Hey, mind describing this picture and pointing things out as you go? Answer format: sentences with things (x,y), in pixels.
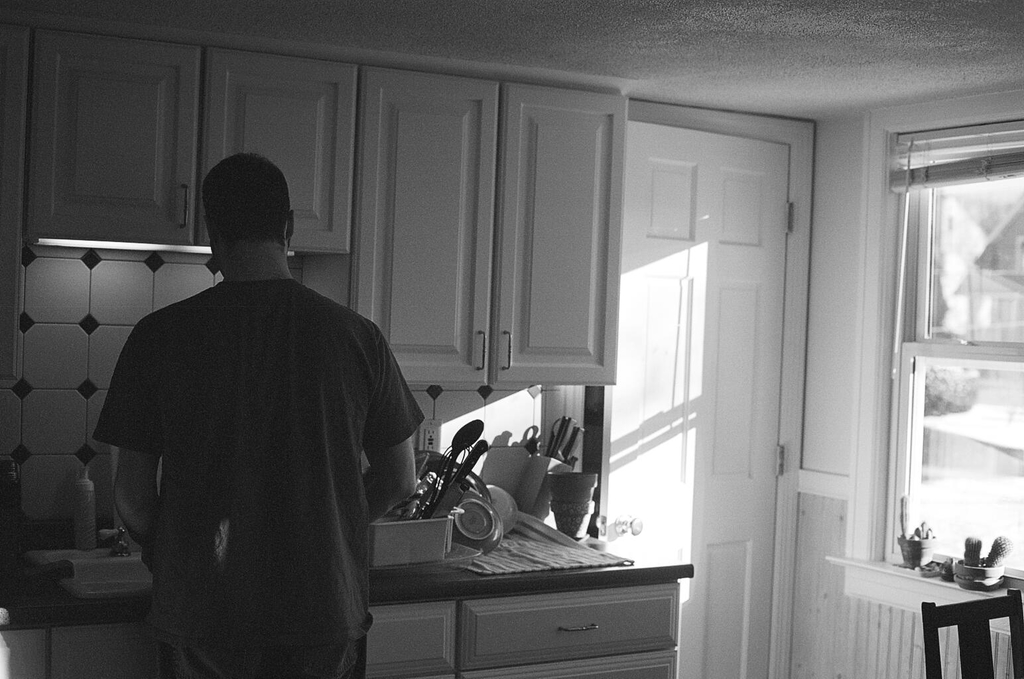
This picture describes about inside view of a room (524,585), in this we can see a chair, a man (367,477) and few things (412,526) on the countertop (516,573), it is a black and white photography.
